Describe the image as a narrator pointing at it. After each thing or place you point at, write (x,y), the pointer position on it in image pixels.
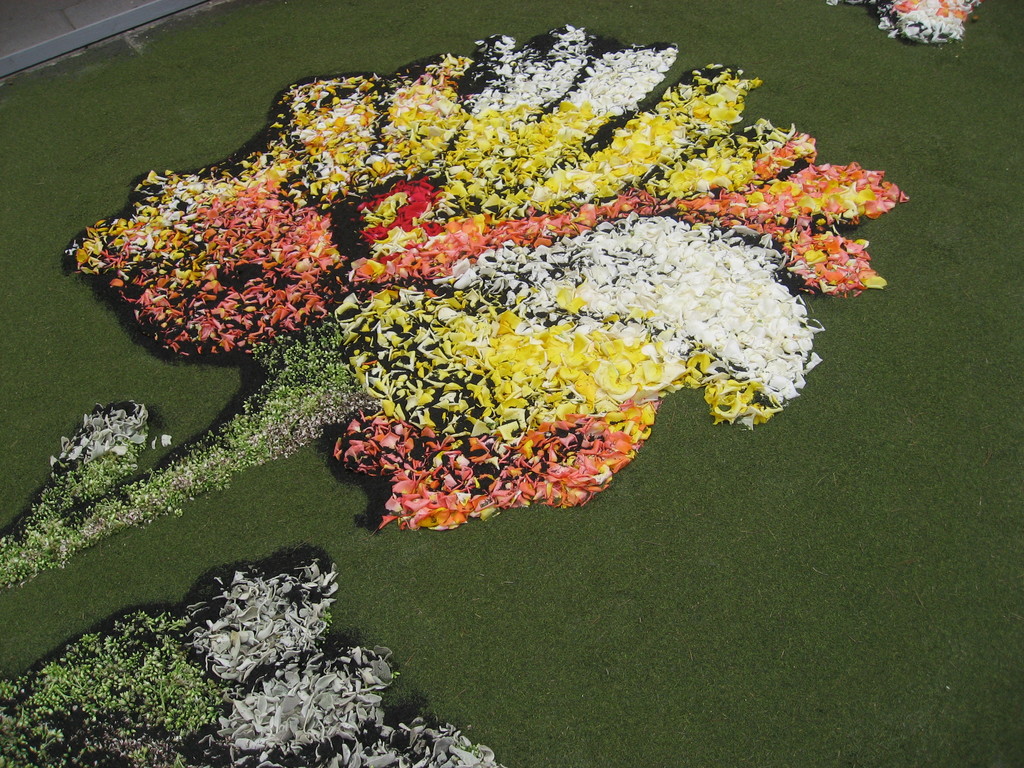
In the picture we can see a green color mat (771,435) on it we can see a flower shaped decoration (253,243) with flower petals (442,503) which are yellow, white, orange, and green in color.
